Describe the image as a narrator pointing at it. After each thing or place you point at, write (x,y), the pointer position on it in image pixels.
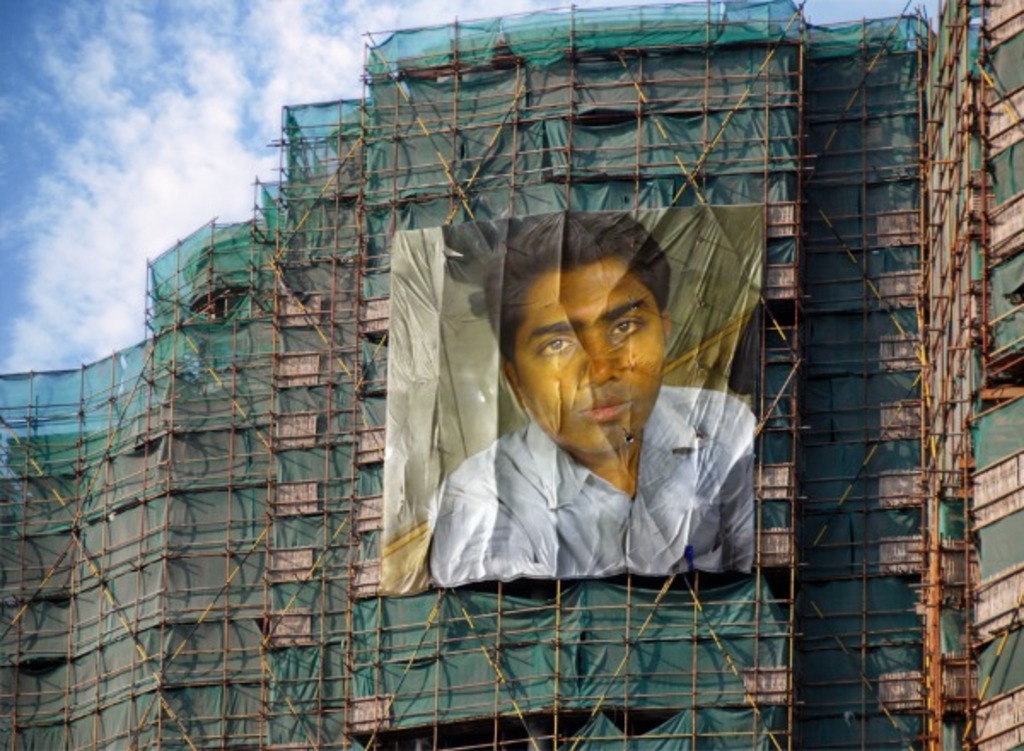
In this picture we can see the poster (560,384) of a person (476,494) hanging on an under construction building (318,570) with many poles (283,282) and green net (118,364). Here the sky (79,98) is blue.
